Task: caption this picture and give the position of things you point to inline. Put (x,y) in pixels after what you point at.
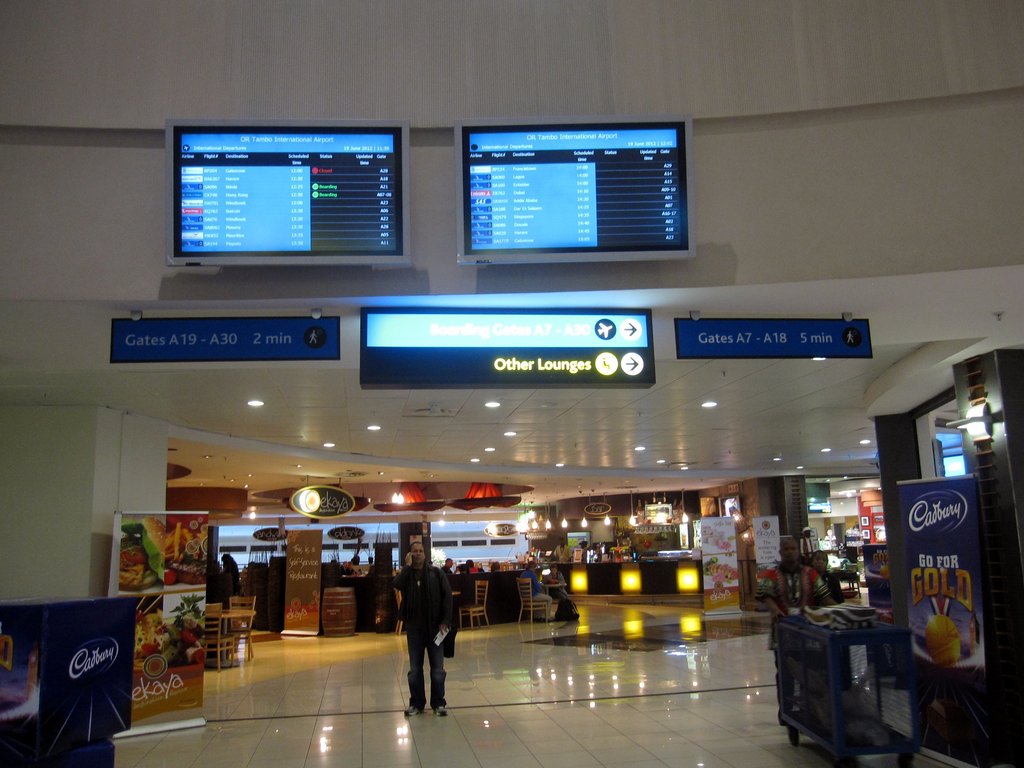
In the center of the image (403,342) there is a wall (103,443), lights (690,586), chairs (485,612), banners (958,501), sign boards (534,336), screens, few people (548,598) and a few other objects (610,568).
